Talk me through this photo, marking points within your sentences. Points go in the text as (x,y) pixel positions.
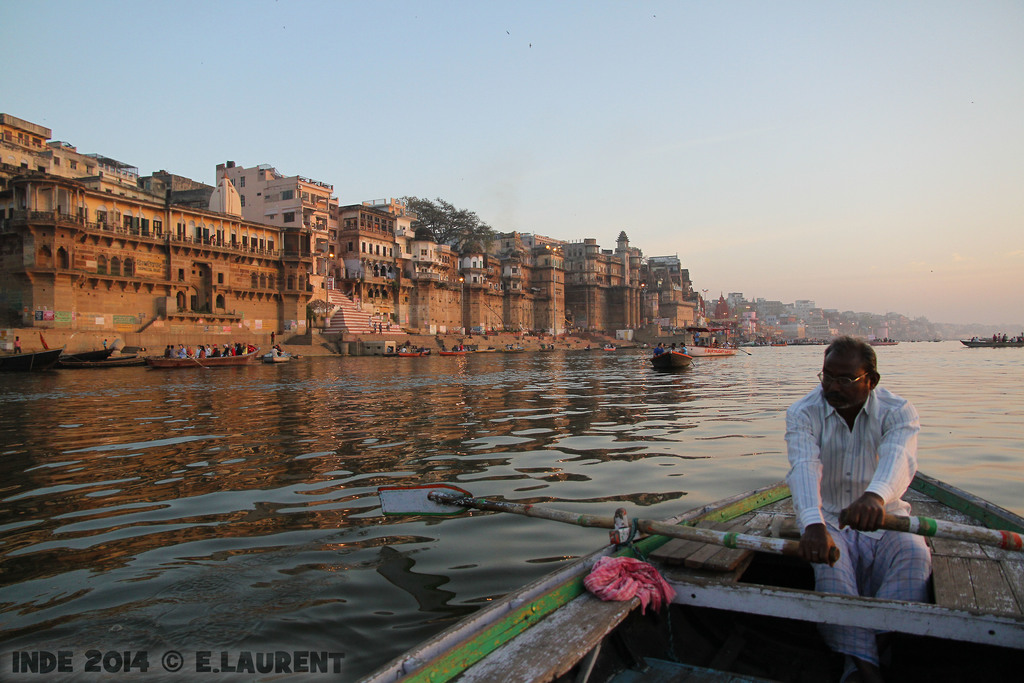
In this image I can see a person (843,477) wearing white shirt (861,456), white pant (855,533) is sitting on a boat (785,613) and holding paddles (708,537) in his hands (863,521). I can see a red colored cloth (647,581) on the boat (681,633). In the background (643,474) I can see the water (582,422), few boats (689,345) in the water (473,360), few buildings (573,304), few trees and the sky (631,154).
